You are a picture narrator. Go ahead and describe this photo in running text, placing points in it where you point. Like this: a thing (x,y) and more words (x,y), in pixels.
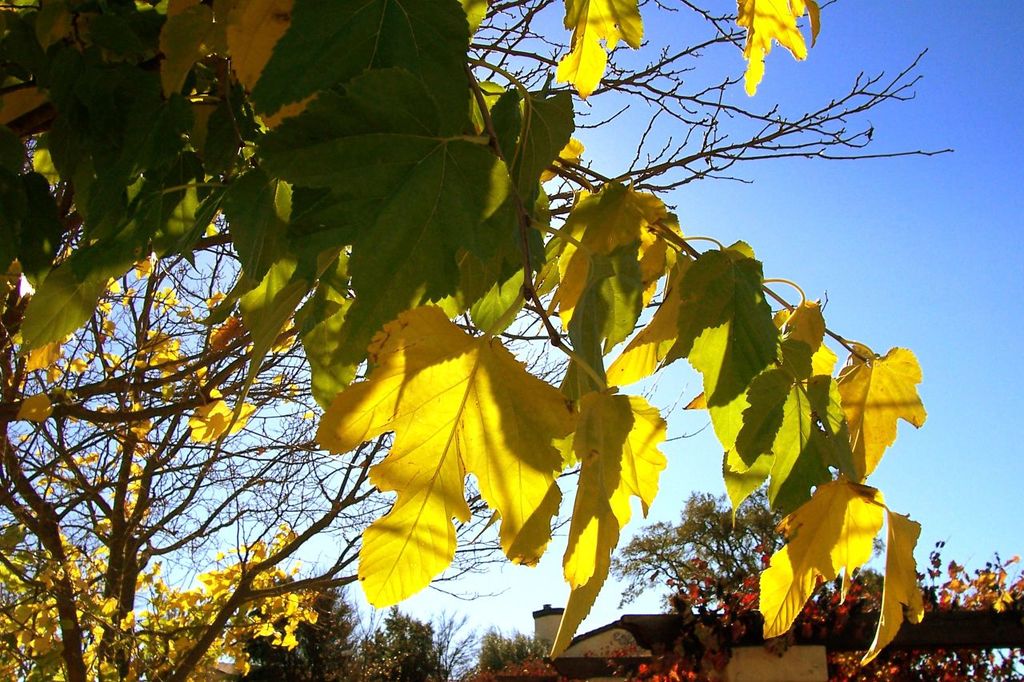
In the image there are plants (327,650) all over with a house (590,641) in the middle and above its sky (952,103).
